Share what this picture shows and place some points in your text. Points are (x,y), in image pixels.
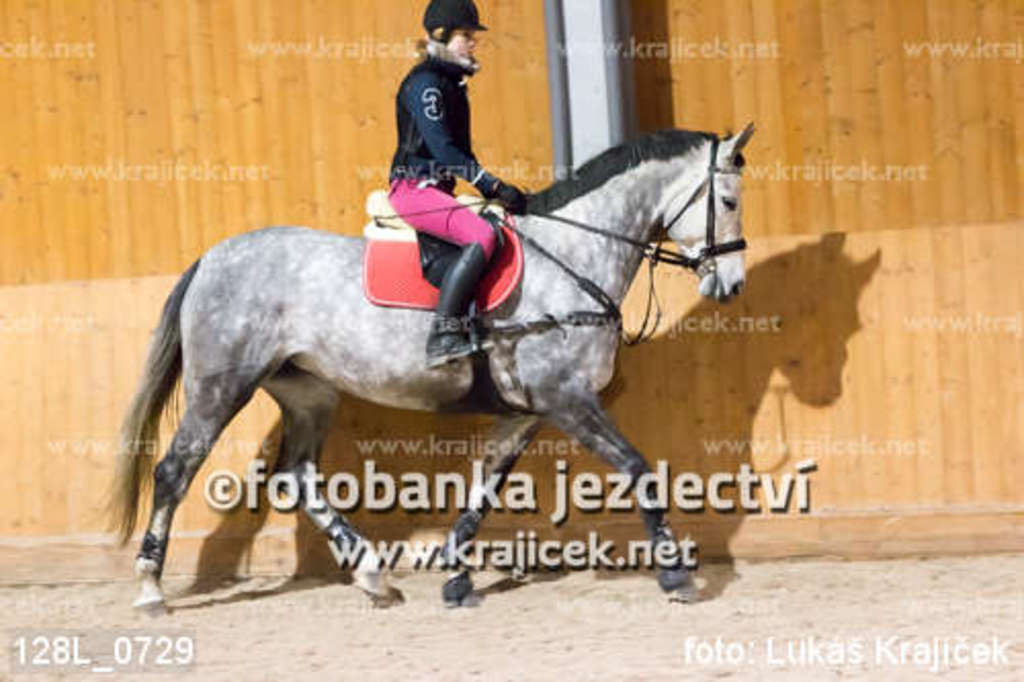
In the foreground (383,204) I can see a person (452,274) is riding a horse (506,455) on the ground (536,625), text (452,556) and sand (648,638). In the background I can see a wall (533,175) and pillar (564,168). This image is taken may be during a day.
